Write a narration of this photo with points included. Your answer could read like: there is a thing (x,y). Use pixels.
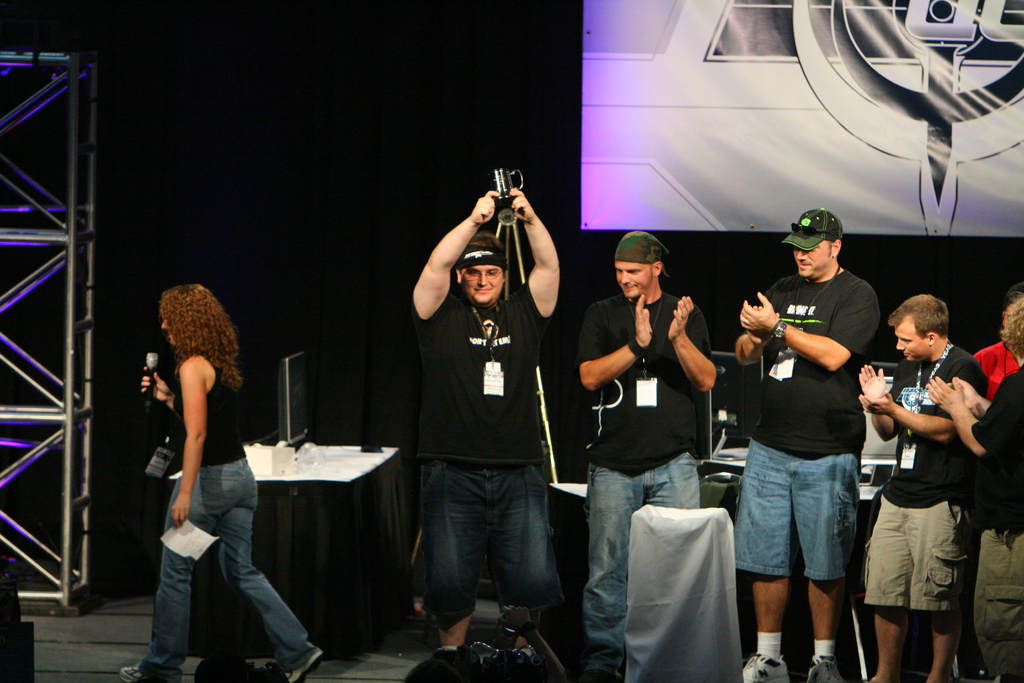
In the picture I can see group of people (542,588) are standing on the stage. These people (602,385) are wearing black color T-shirts (803,389) and jeans (470,484). Some of them are holding objects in hands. In the background (732,175) I can see a banner (756,169) and some other objects (381,477).
